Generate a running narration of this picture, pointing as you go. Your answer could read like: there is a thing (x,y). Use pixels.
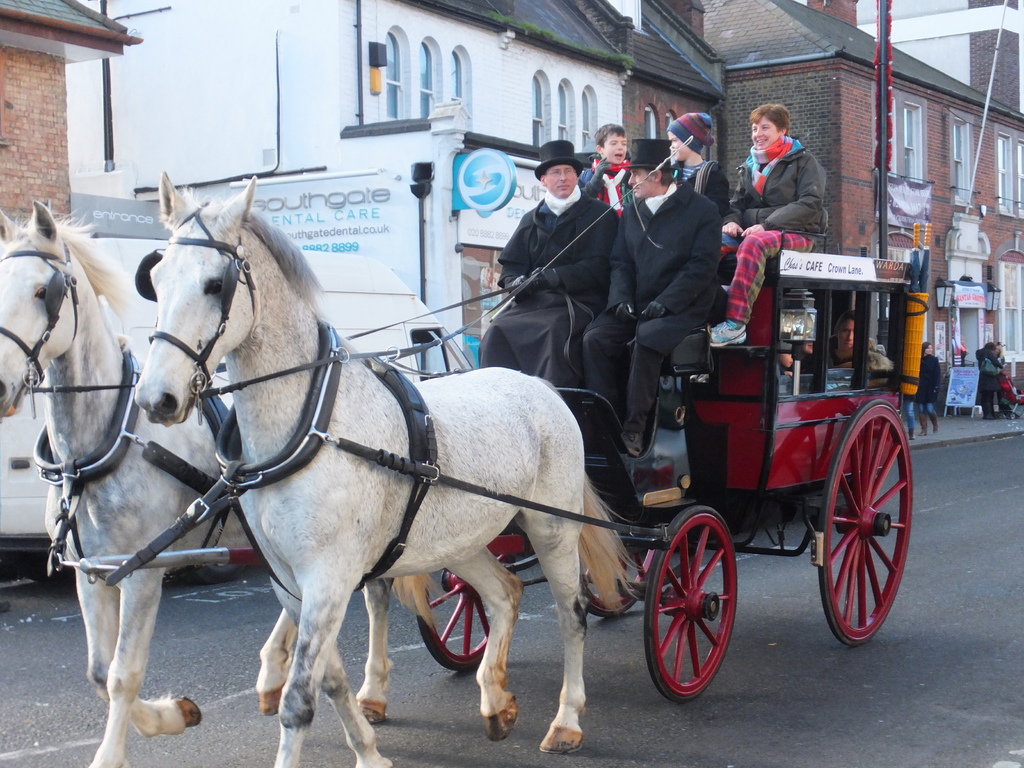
This picture shows some people (611,307) sitting on a tonga (707,329) which was pulled by horses (159,392) here. There are two horses (340,570) on the road (753,711). In the background (907,242) there is building (911,140) and a pole (887,95) here.
